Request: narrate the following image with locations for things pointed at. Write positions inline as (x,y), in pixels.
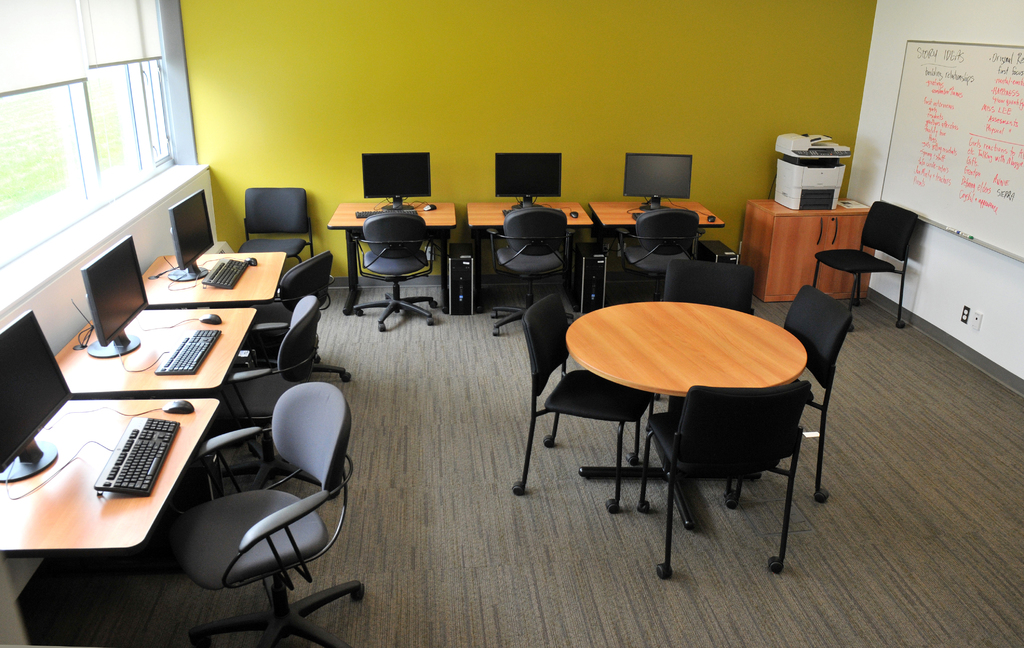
In this image I can see few chairs (796,435) and few systems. The systems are on the table (126,423), the chairs (748,427) are in gray color and the tables (83,537) are in brown color. I can see a board (959,155) attached to the wall (884,71) and the walls (868,67) are in white and yellow color and I can see few glass windows (94,91).
